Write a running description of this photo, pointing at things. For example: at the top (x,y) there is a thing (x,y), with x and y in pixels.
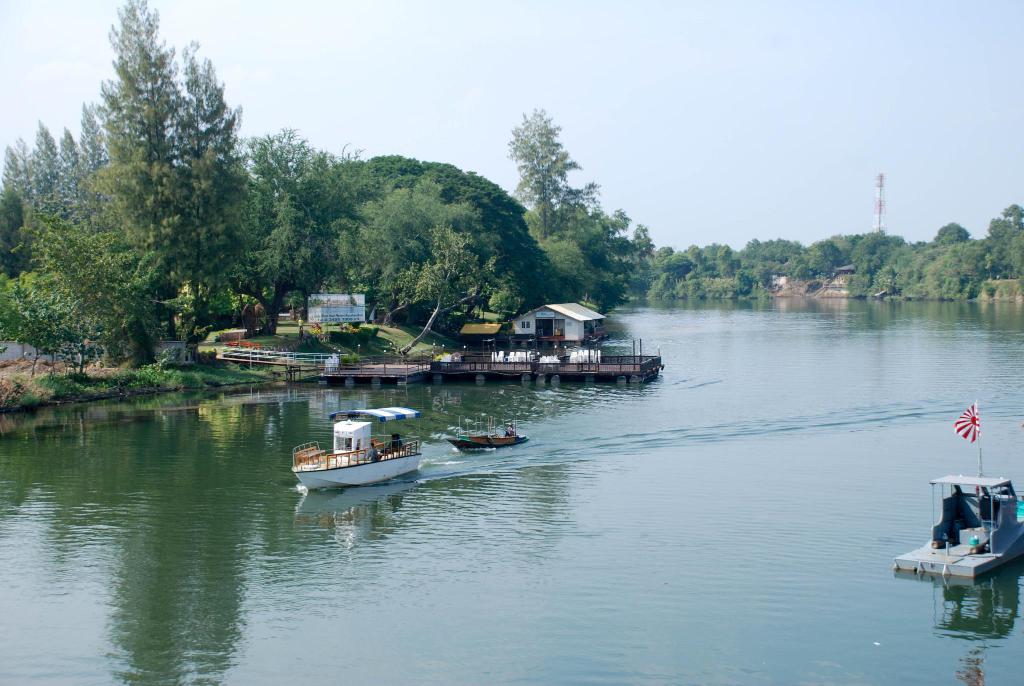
There is a river (526,449) and boats (402,469) and a ship (353,426) are sailing on the river (558,397), there is a small bridge (284,360) beside the river (633,329) and in front of the bridge (500,365) there is a house (533,319). There are huge trees (511,232) around the river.
